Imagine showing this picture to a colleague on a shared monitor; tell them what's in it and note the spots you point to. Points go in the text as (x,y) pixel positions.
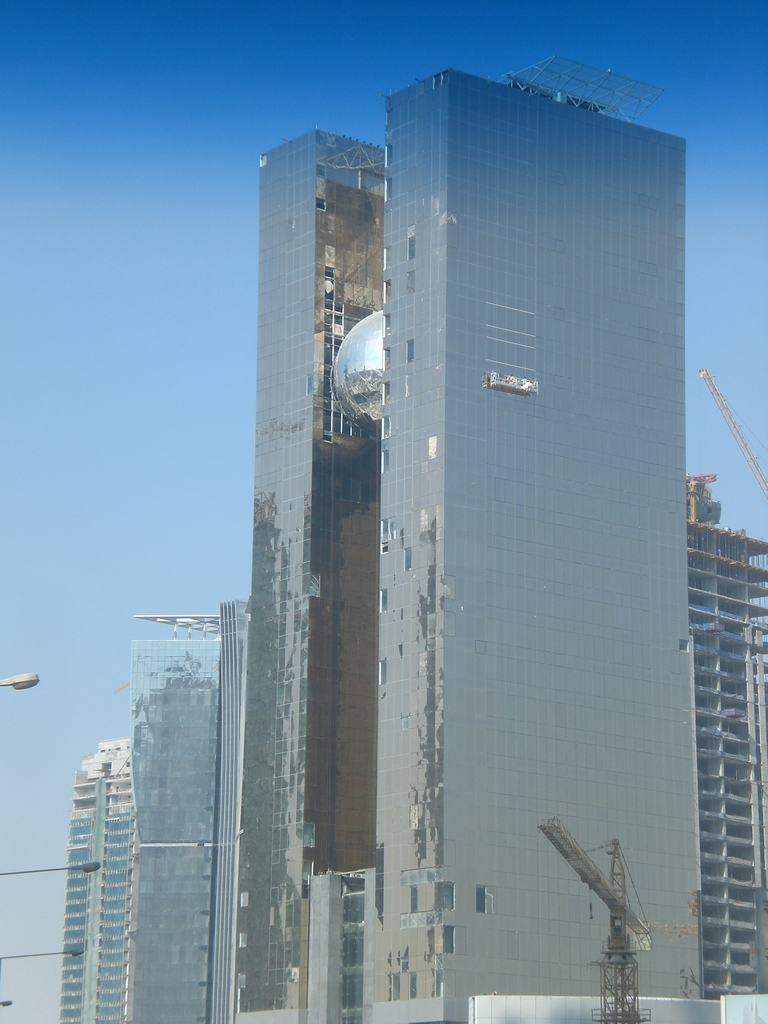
In this image in the center (339,378) there are some buildings (402,726) and skyscrapers (527,515), and also there are some towers (570,861). In the background (727,503) there is sky (113,483), and on the left side (21,681) there are some lights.
